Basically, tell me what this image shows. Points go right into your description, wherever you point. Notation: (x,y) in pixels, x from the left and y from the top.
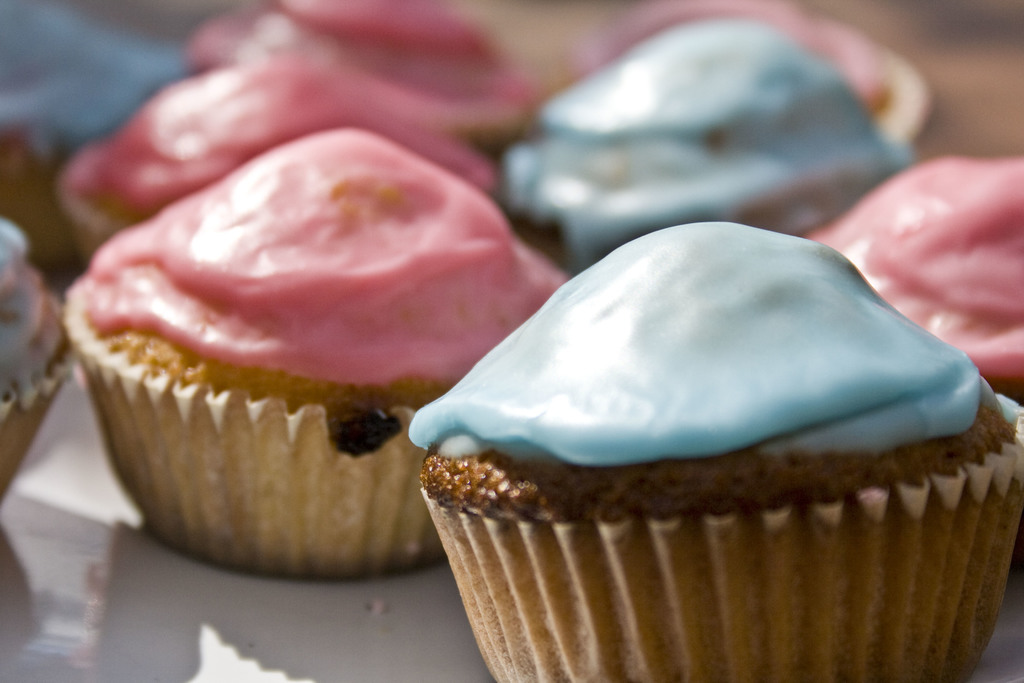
In this image there are cupcakes (510,179).
